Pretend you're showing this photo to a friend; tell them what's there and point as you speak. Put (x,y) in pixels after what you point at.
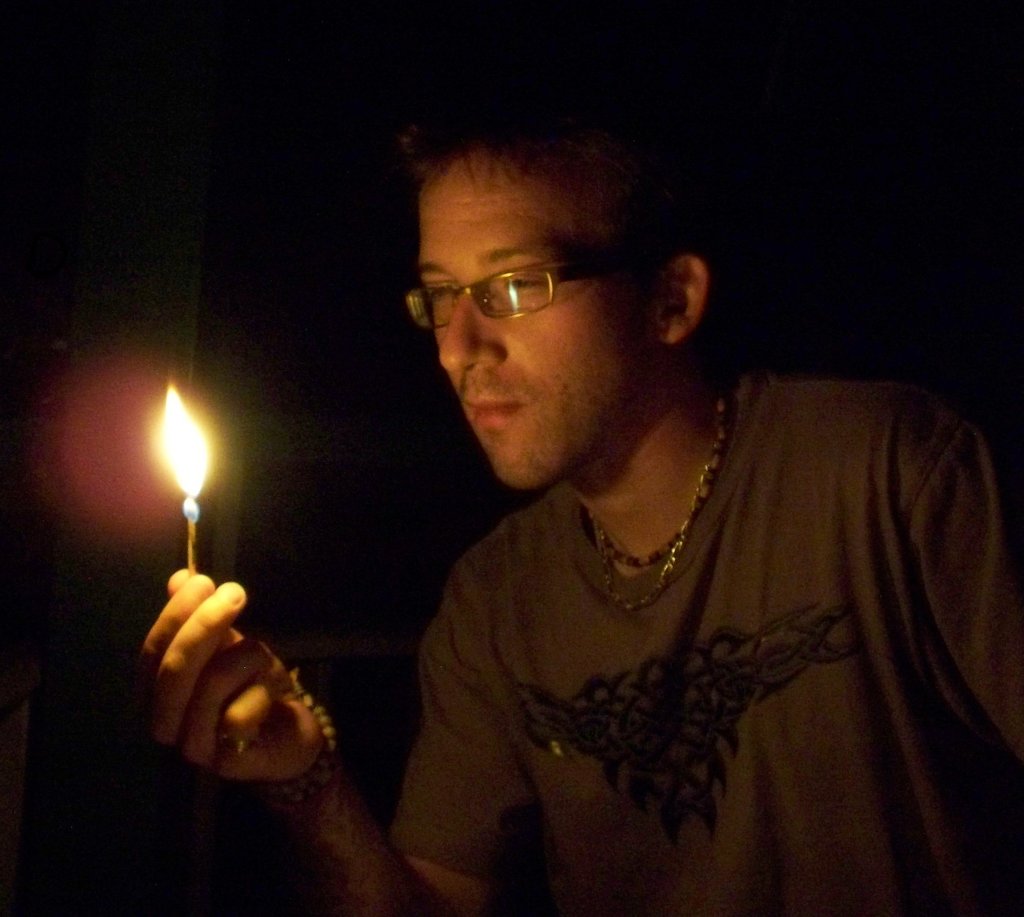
In this image we can see a man (668,506) wearing the glasses (443,320) and also the t shirt (738,734) and he is holding the match stick (191,554) with the flame (175,439) and the background (257,134) is in black color.
